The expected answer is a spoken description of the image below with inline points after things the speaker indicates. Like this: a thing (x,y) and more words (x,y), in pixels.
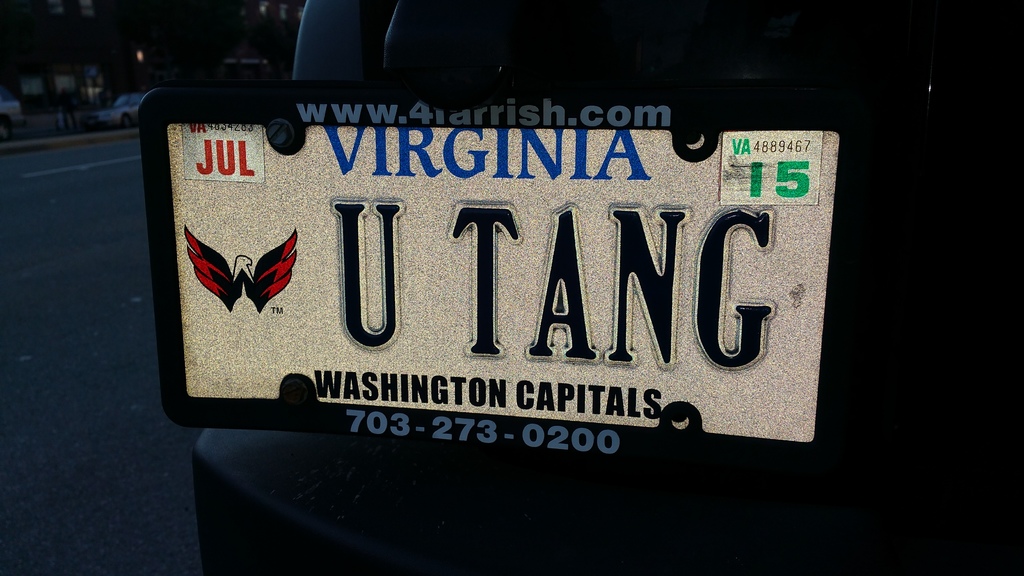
In the center of the image (401,282) there is a car (271,445) and we can see a number plate (356,325) of it. On the left (65,101) there is a person (69,113) standing and we can see a car (109,115) and a road (83,261).
